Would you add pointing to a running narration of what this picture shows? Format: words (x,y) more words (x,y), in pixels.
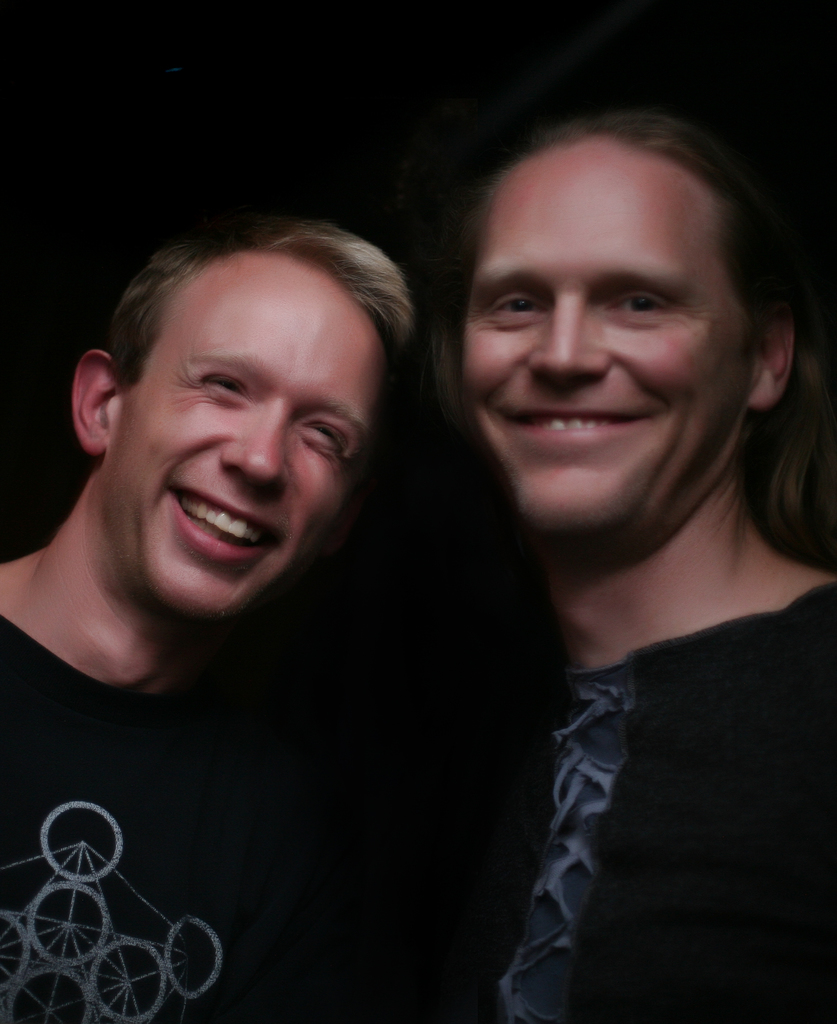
In this picture I can see there are two persons (632,980) standing and they are standing and the backdrop (141,173) is dark.
